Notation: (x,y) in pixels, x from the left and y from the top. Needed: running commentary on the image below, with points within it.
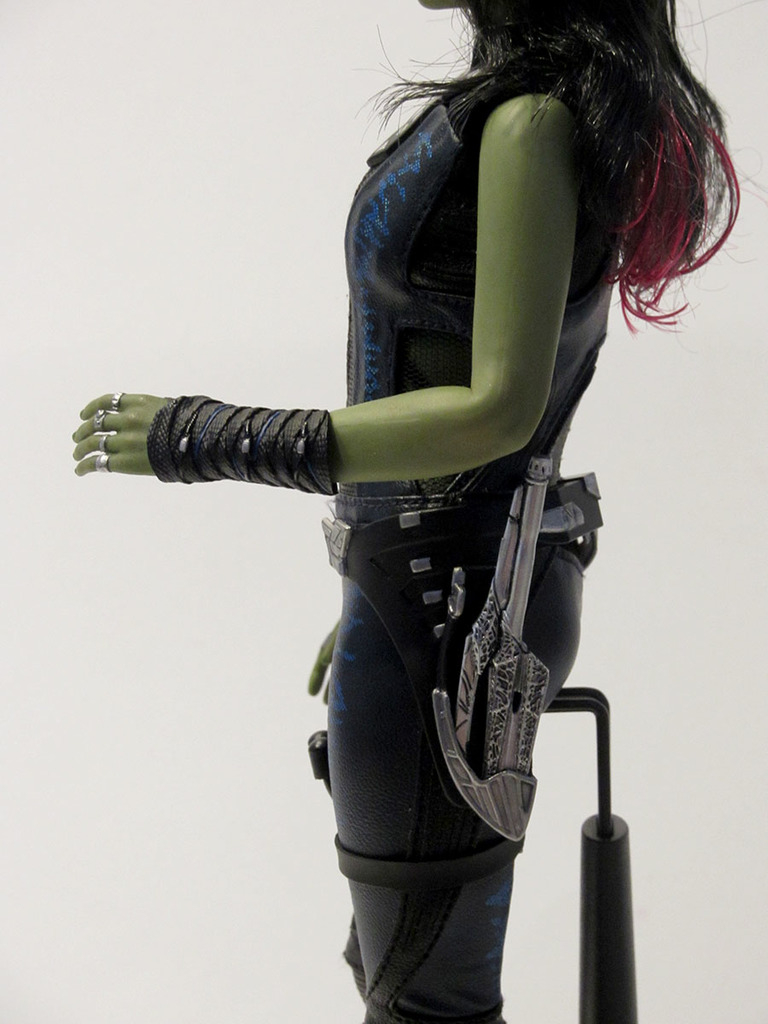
In this picture I can see a toy (372,524) of a woman (380,737).
